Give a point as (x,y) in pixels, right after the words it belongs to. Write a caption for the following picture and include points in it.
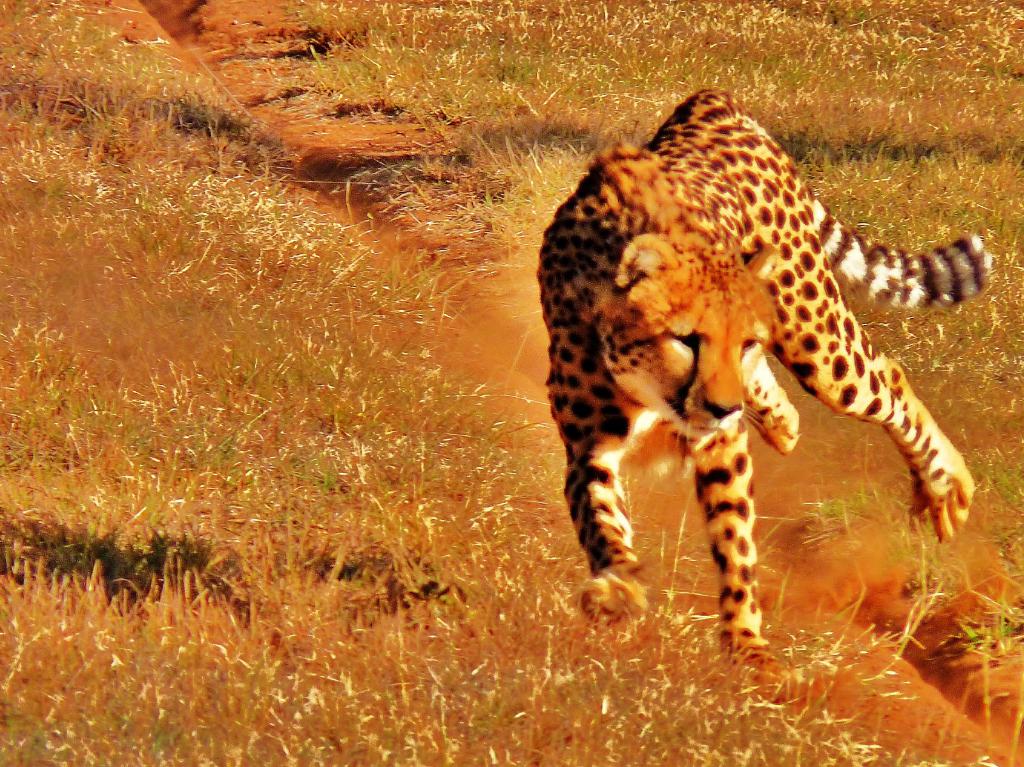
In this picture we can see a cheetah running on the grass (309,316).
